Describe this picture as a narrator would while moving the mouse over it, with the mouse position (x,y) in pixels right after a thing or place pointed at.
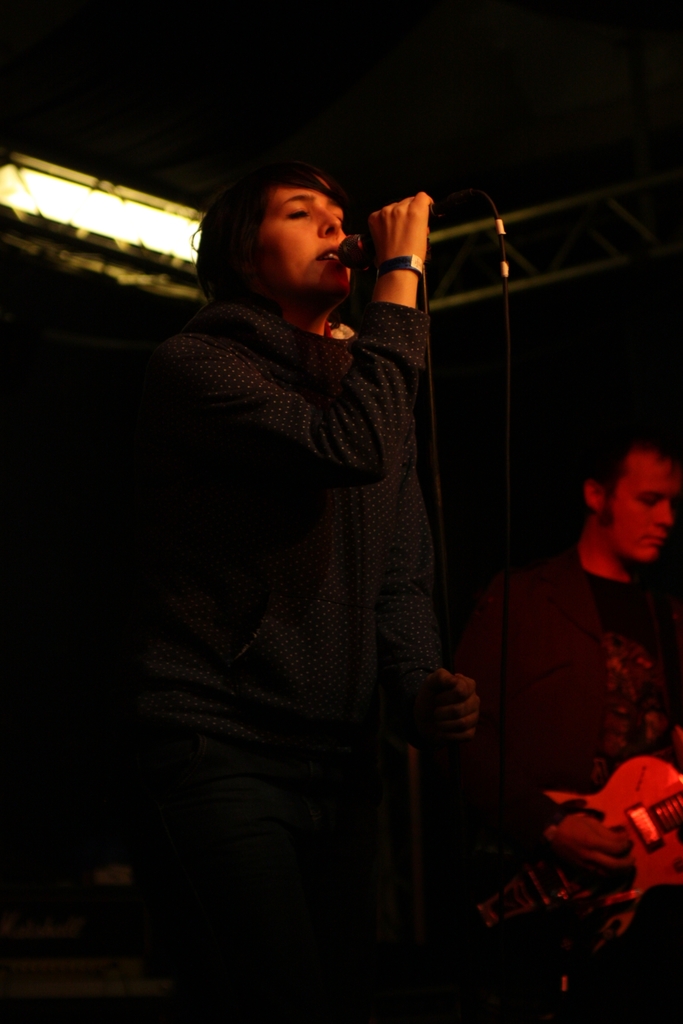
In this image, two persons (531,768) are visible. One person (315,804) is standing and singing a song and another person (619,711) is playing a guitar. In the top left of the image (189,240), a light (20,182) is visible. This image is taken inside a hall (493,999) during night time.
